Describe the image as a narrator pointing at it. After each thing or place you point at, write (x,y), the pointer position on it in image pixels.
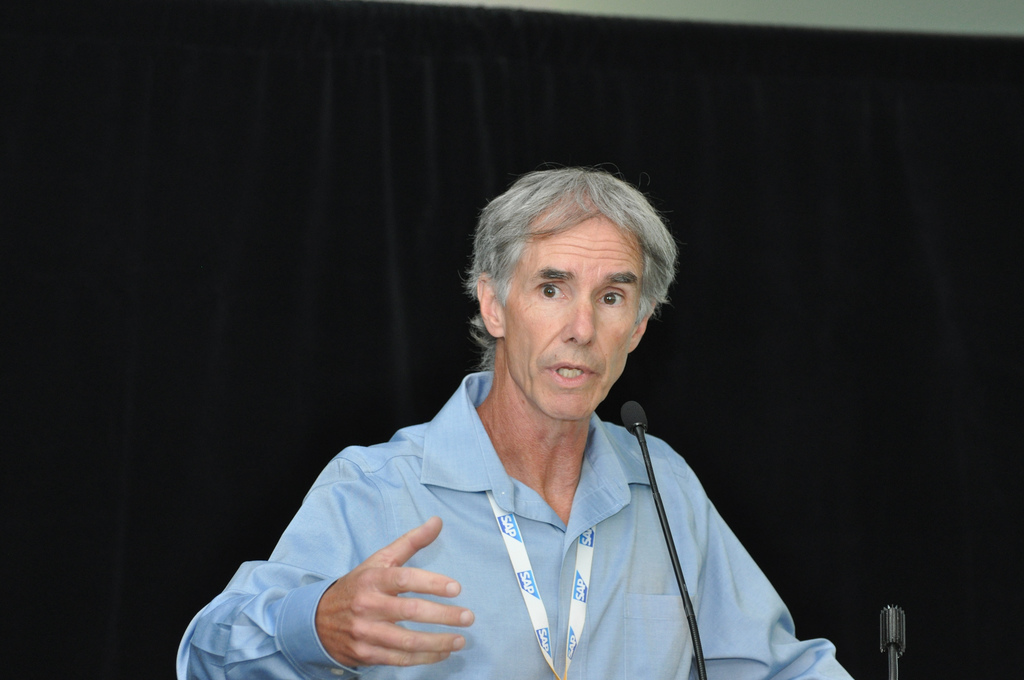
In this image there is a person (515,440), in front of the person (594,444) there is a mic (641,442).
